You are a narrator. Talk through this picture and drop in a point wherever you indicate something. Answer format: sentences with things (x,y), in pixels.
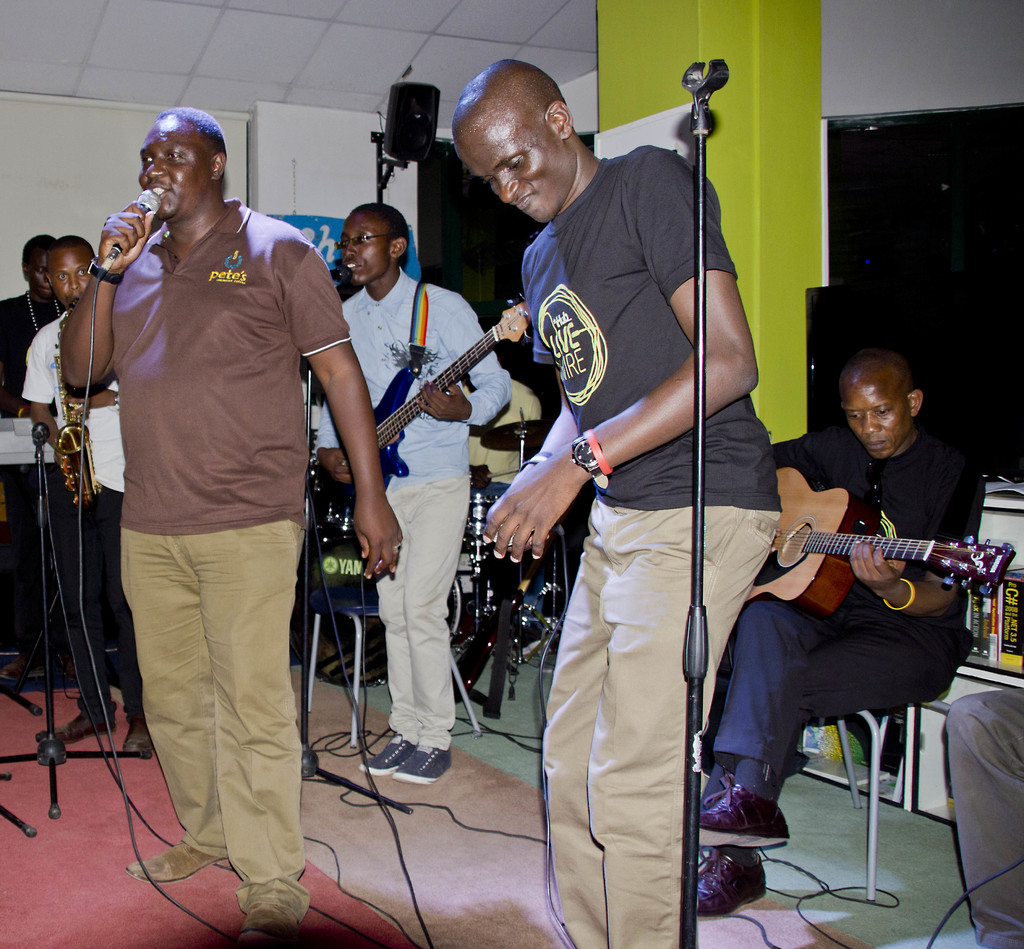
In this image there are group of people (640,767) standing in front of the mike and singing a song and playing guitar (403,397) and few (879,669) are sitting and playing musical instruments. A roof top (342,50) is white in color. The background (922,253) is white and black in color. In the middle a pillar (678,76) is there of green in color. In the background (516,659) musical instruments (340,682) and table (906,742) visible. This image is taken inside a room (902,827).
